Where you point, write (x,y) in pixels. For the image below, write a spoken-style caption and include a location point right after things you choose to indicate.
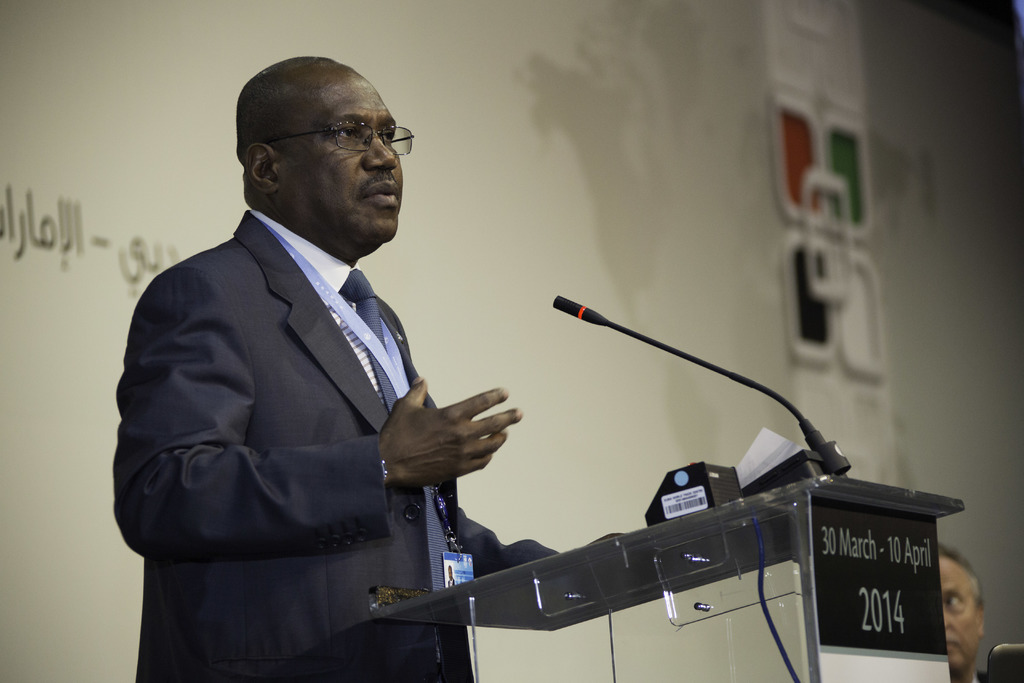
Here we can see a man (350,668) standing in front of a mike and he wore spectacles (399,144). There is a podium (773,576). Here we can see a person (942,588). In the background (768,364) we can see a screen (74,285).
